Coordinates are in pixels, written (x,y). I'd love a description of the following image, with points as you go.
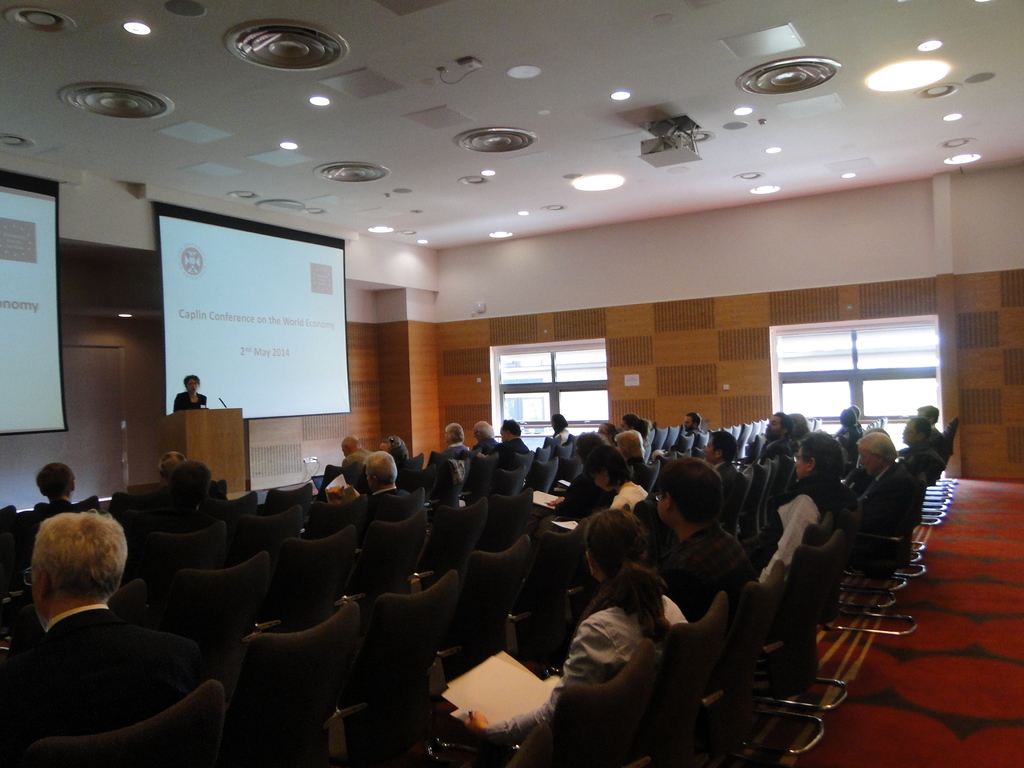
In this image, we can see some seats (376,540). There are people (908,434) sitting on seats (488,476) beside windows (787,372). There is a person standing in front of the podium (233,434). There are screens (31,375) on the left side of the image (177,308). There are lights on the ceiling (400,65) which is at the top of the image (595,80).
